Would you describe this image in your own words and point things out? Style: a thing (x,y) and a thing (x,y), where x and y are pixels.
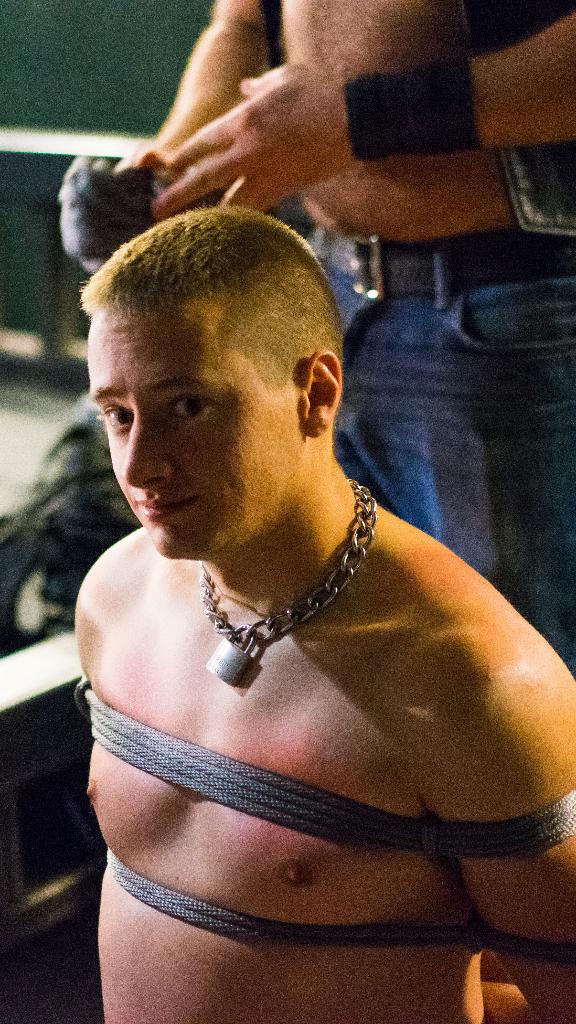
In this image I can see two people (207,290). In the background (101,83), I can see the wall (96,80).
